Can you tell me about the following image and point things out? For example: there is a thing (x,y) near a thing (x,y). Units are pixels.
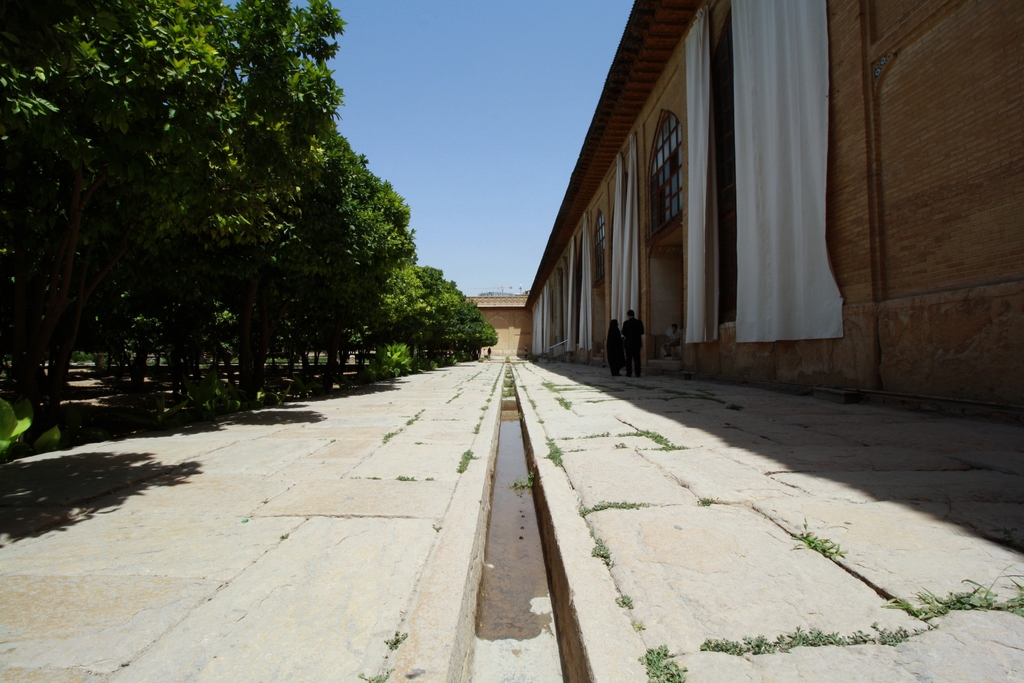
This picture is taken from outside of the city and it is sunny. In this image, on the right side (1008,267), we can see a building (926,121), curtains (793,133) and two people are standing on the floor (722,395). On the left side (151,186), we can see few trees (227,312). In the background (493,323), we can see a building (493,317). At the top (495,157), we can see a sky (513,284), at the bottom (194,459), we can see a land (182,462).
